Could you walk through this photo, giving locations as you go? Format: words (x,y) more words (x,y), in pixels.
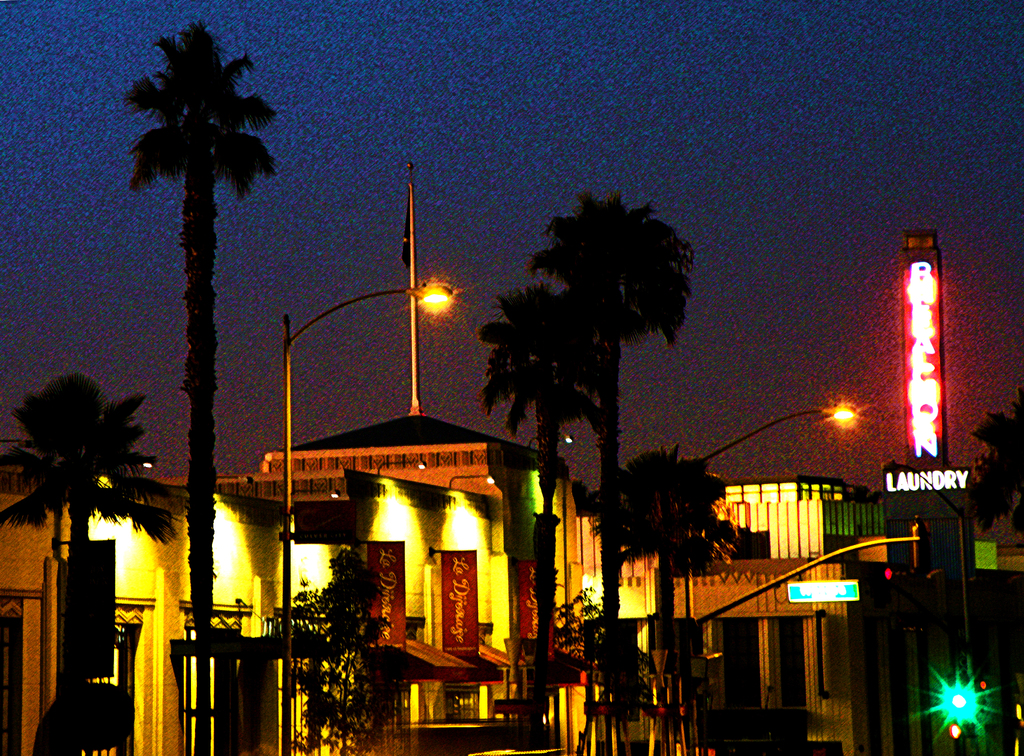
In the image we can see buildings (584,557), light poles (793,570), board (911,449), led text (924,486), plants (345,733) and text (816,587). Here we can see the dark sky (483,304).
